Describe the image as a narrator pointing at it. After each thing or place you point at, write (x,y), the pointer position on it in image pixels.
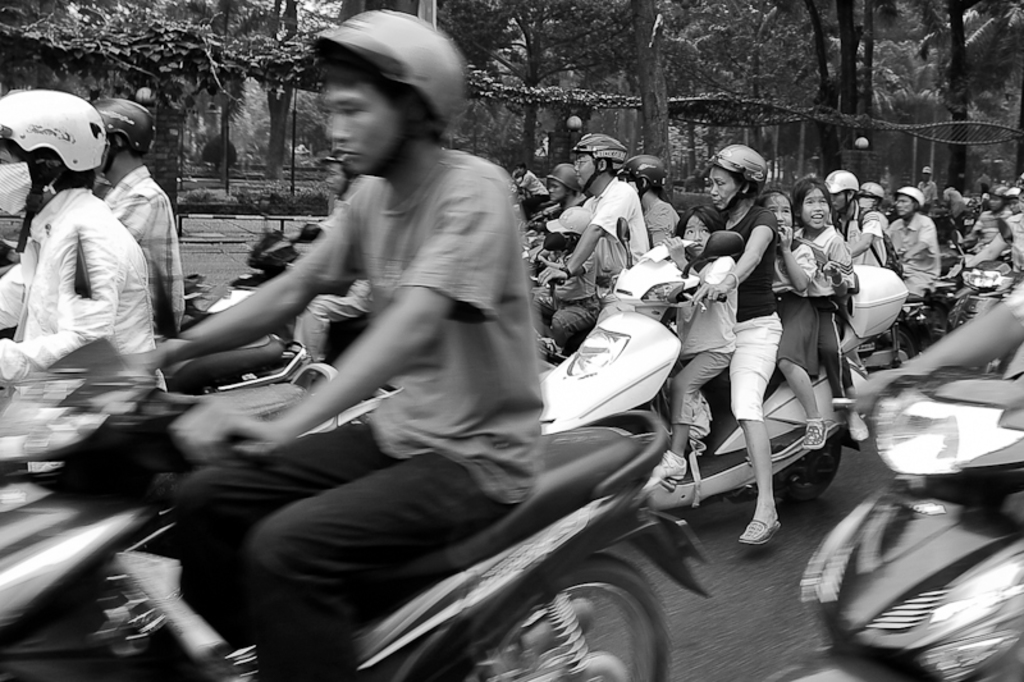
A group of persons (398,369) riding bikes (444,597) and there are also some people (863,253) sitting on their back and in front of them and there are trees (496,71) beside them.
